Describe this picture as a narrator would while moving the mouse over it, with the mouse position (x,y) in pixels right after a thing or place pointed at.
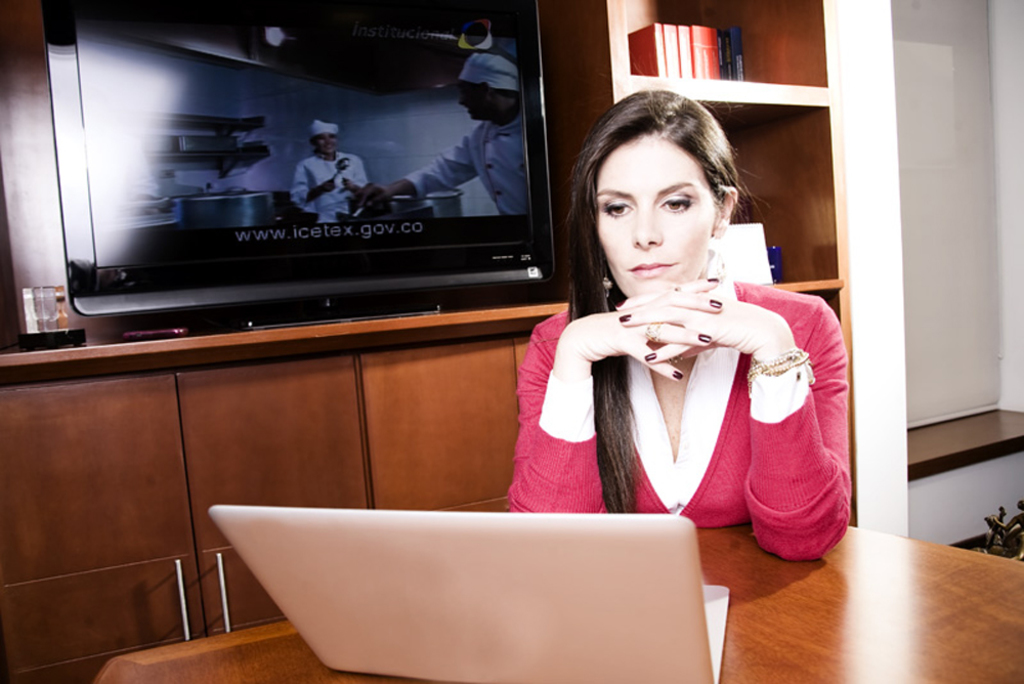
In the center of the image (575,328) a lady (679,337) is sitting. At the bottom of the image (812,601) there is a table (938,577). On the table (373,683) a laptop (563,591) is there. In the background of the image (390,277) we can see screen (386,162), cupboards (405,340), shelves (719,101), books (715,48), wall (1007,154) and some objects (1014,532) are there.
